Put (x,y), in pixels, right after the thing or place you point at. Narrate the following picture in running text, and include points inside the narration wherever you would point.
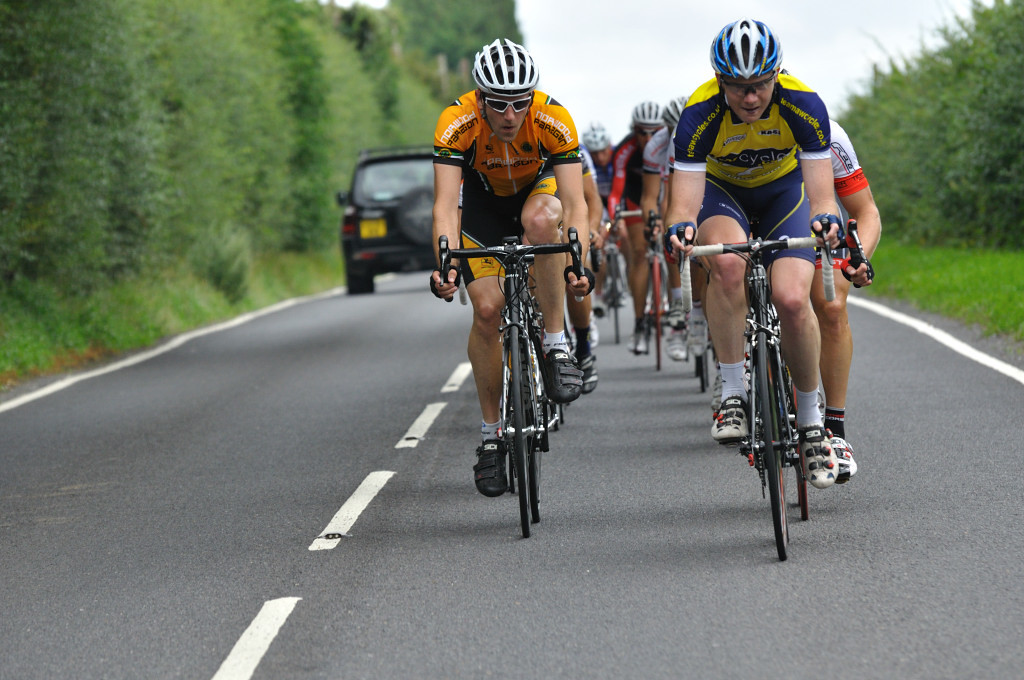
In the image we can see there are many people (669,204) wearing clothes (640,193), goggles (496,109), helmet (509,88), gloves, socks (728,373) and shoes (743,408), and they are riding on the road (648,544) with the help of a bicycle (511,322). This is a road (301,509), white lines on the road (340,442) and there is even a vehicle (348,232). This is a grass (959,279), trees (341,215) and a sky (596,51).
